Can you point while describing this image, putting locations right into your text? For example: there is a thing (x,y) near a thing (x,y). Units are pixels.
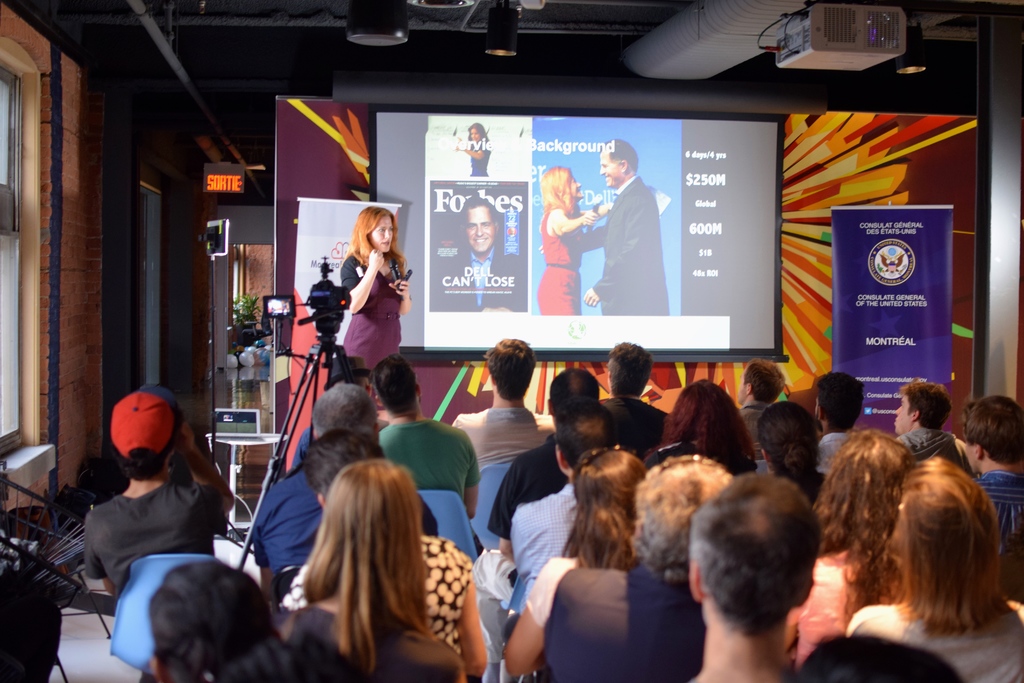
At the bottom of the image (312,464) there are many people (354,459) sitting. In front of them there is a stand (327,351) with a camera (336,298) and a lady (374,317). Behind the lady (382,303) there on the wall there is a screen (774,149). Beside the screen (602,218) there is a banner (847,248) with text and logo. At the top of the image (338,64) there is a ceiling (428,31) with lights (389,3) and a projector (782,54). On the left side of the image (38,290) there is a wall (44,140) with windows (32,134). And also there are some other things (229,191) in the image.
